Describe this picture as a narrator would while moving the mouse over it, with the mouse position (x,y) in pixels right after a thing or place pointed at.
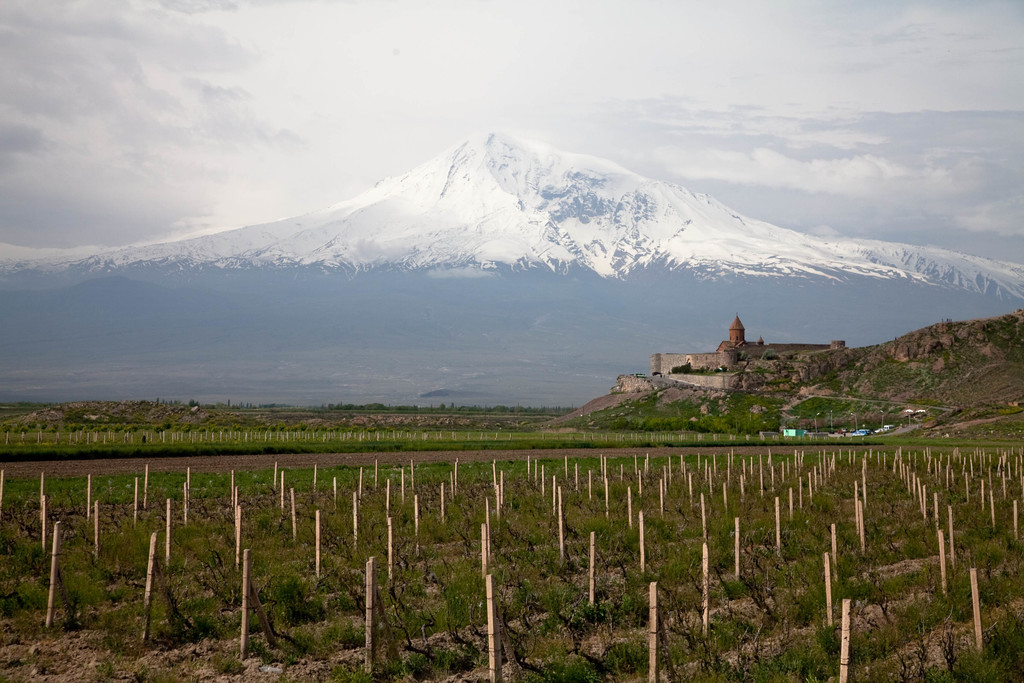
In this image there are wooden pole (486,517) in a field (511,619), in the background (600,413) there is a mountain (806,370), on that mountain (761,370) there is a temple (731,363), there is another mountain (497,217) covered with snow (542,223).
